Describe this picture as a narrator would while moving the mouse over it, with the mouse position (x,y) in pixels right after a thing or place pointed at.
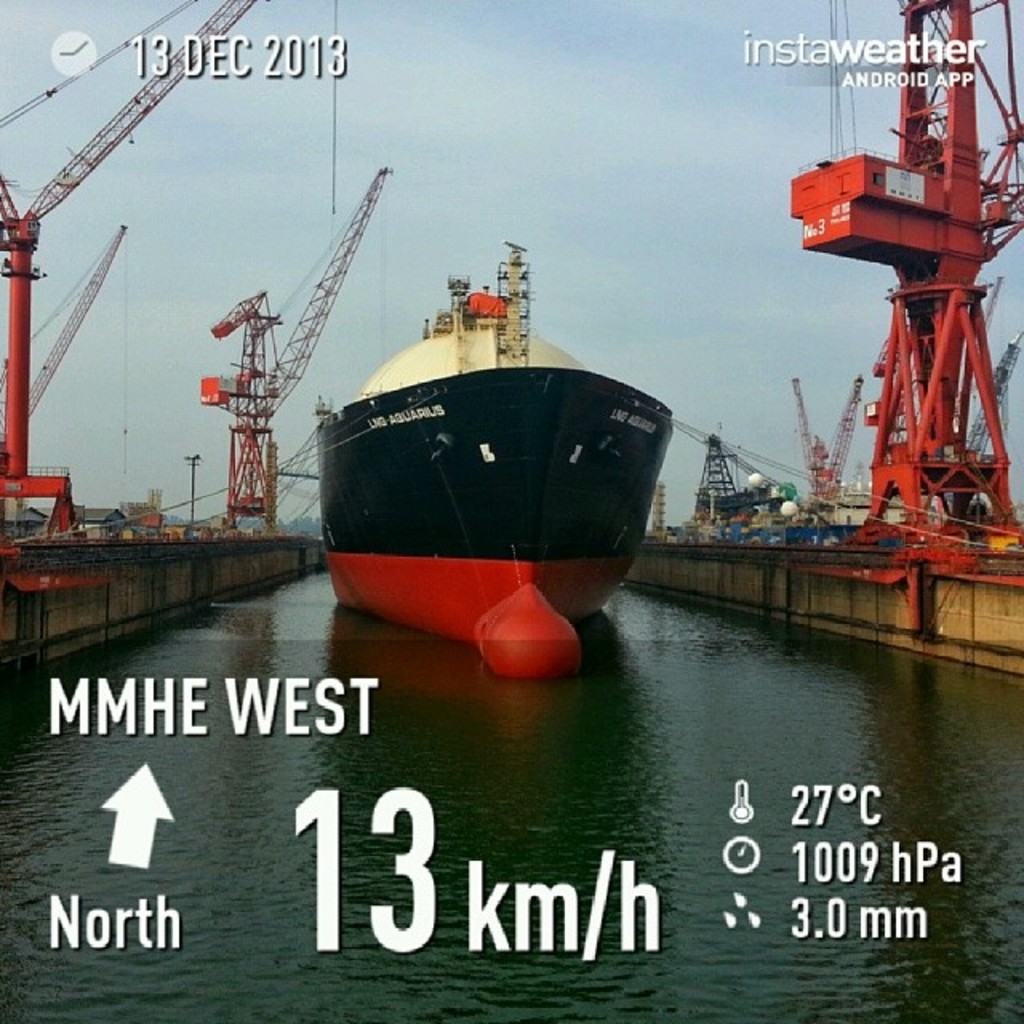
In this picture we can see cargo (532,430) on the water (537,697). Beside that we can see many cranes (940,417). In the background (311,524) we can see the street lights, mountain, vehicles (820,541) and other objects (794,534). At the top (695,146) we can see sky (536,65) and clouds (535,103). At the bottom (727,864) there is a watermark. In that top left corner (307,45) we can see the time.
